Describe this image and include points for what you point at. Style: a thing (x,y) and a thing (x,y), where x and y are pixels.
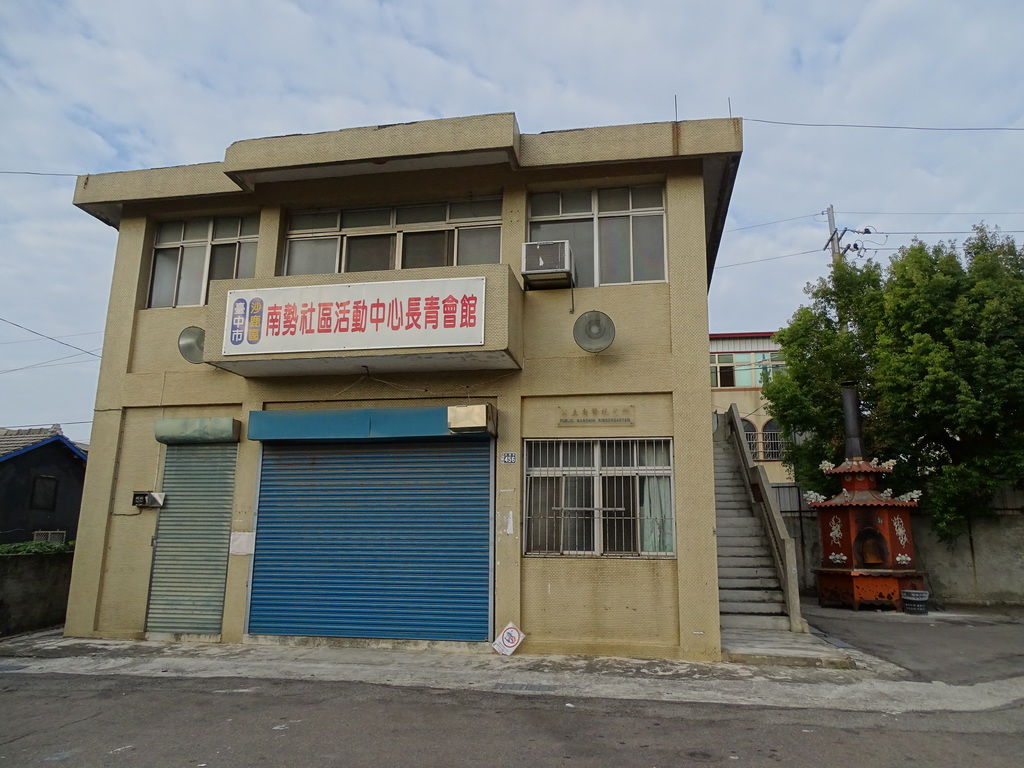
In this image in the front (384,382) there is a building (370,396) and on the building (300,380) there is some text (362,316) written on it and on the right side of the building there are trees (924,352), there is a pole (845,326) and there is a staircase (734,460) and there is a building (757,420) and there is an object (868,525) which is red in colour. On the left side of the building (175,509) there is a building (35,499) and the sky (781,99) is cloudy.
